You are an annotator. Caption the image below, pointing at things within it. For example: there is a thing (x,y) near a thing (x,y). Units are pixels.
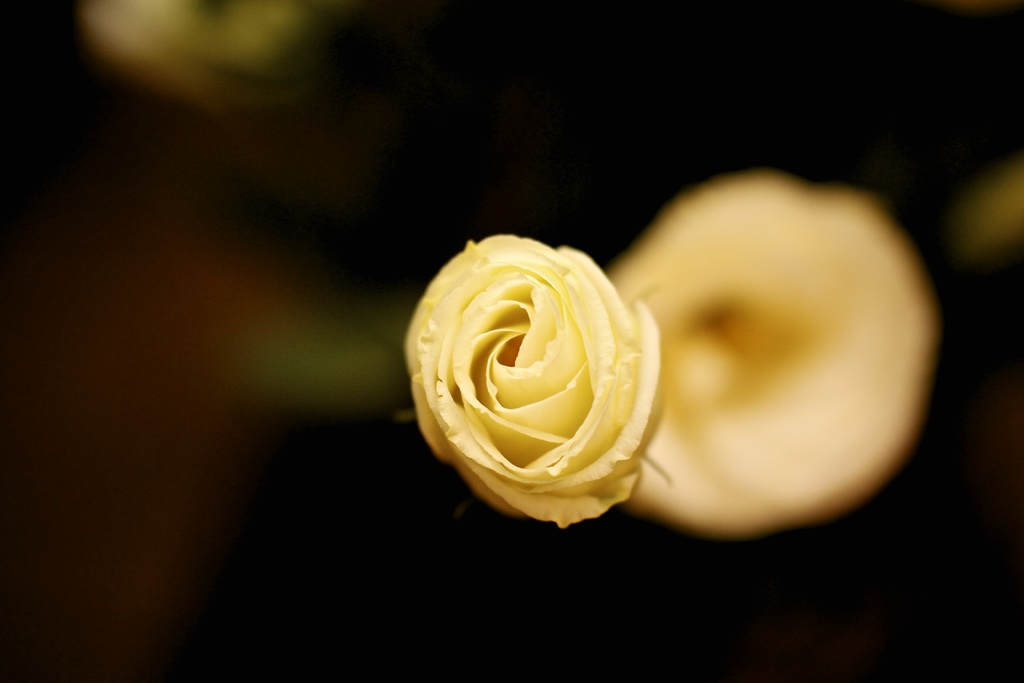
In this image I can see a flower (536,401) which is yellow in color. I can see the blurry background (611,60) which is black and yellow in color.
